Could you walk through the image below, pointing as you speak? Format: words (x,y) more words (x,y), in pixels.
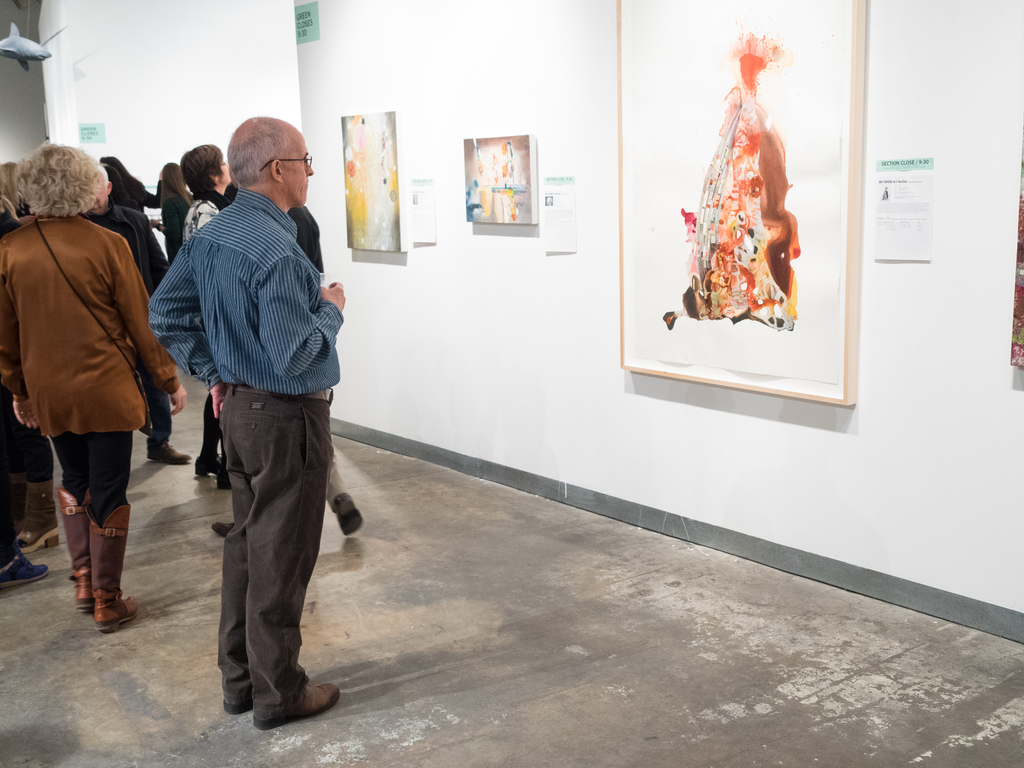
Here in this picture we can see number of people (246,244) standing and walking on the floor (200,678) and on the right side (712,180) on the wall (614,192) we can see some paintings (660,196) present and in the front (307,499) we can see an old man (285,348) standing and watching the painting (743,233), which is present in the middle (624,368).
